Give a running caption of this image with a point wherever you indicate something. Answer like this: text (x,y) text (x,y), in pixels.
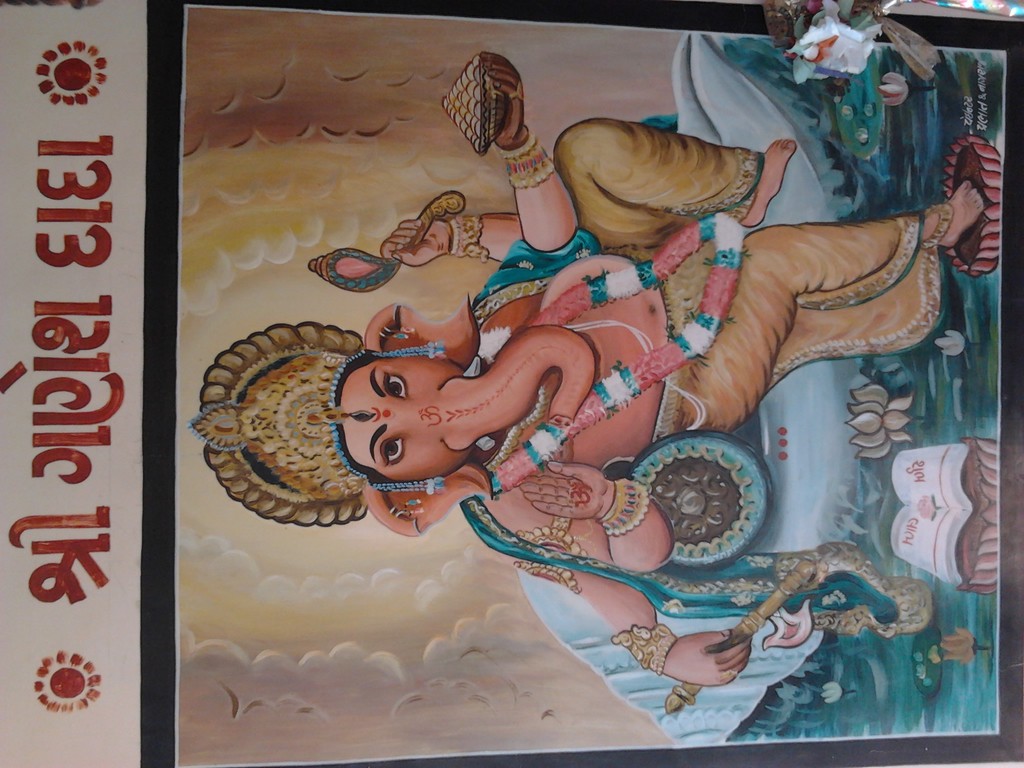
In the center of the image (578,408) a lord ganesha (620,383) is there. On the left side of the image (73,344) some text (71,525) is present.
